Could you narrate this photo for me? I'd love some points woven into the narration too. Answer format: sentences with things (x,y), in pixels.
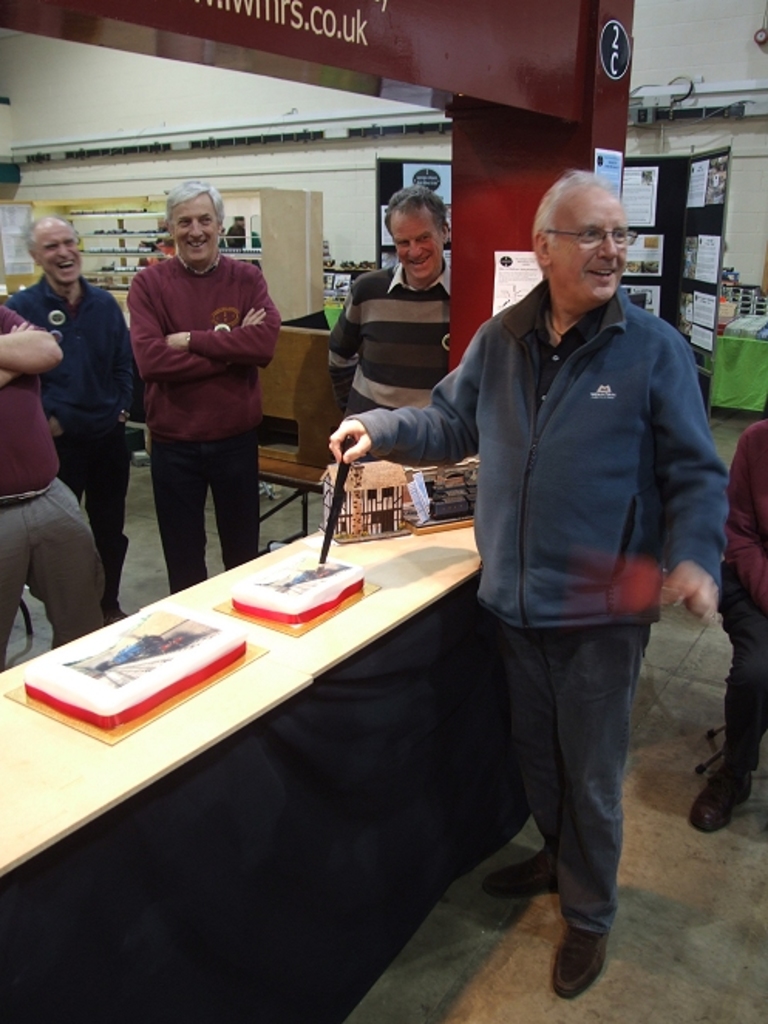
As we can see in the image there is a wall (124,71), banner (141,47), papers (619,165) on board (674,216), few people (427,190) standing over here and there is a table (257,719). On table (263,643) there are cakes (258,605) and models (378,505).
